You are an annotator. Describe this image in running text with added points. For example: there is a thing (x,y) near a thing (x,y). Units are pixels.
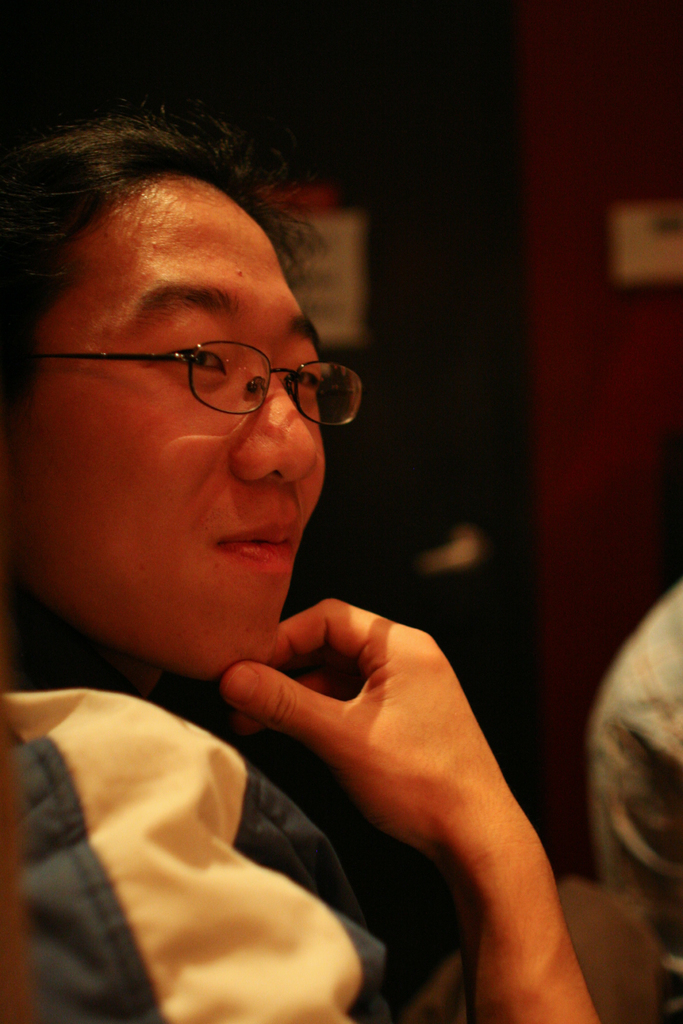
In this image we can see a person (252,614) wearing specs (257,393). In the background (354,160) it is blur.
